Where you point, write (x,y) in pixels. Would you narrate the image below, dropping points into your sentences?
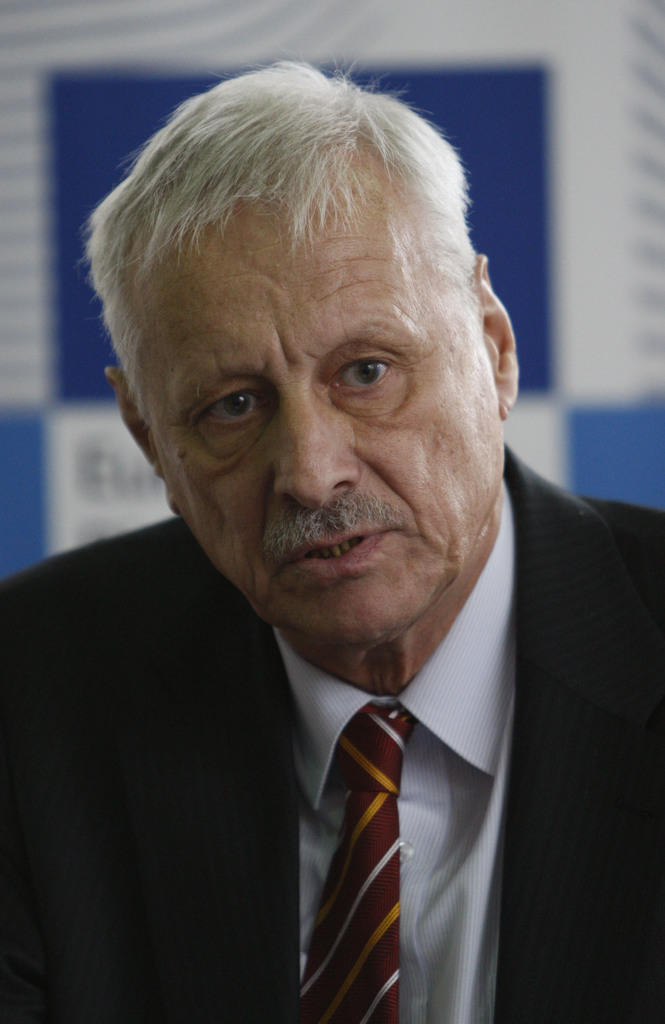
In this image I can see there is a man (283,726), he is wearing a blazer (198,746) and there is a banner (143,111) in the background (133,115).
